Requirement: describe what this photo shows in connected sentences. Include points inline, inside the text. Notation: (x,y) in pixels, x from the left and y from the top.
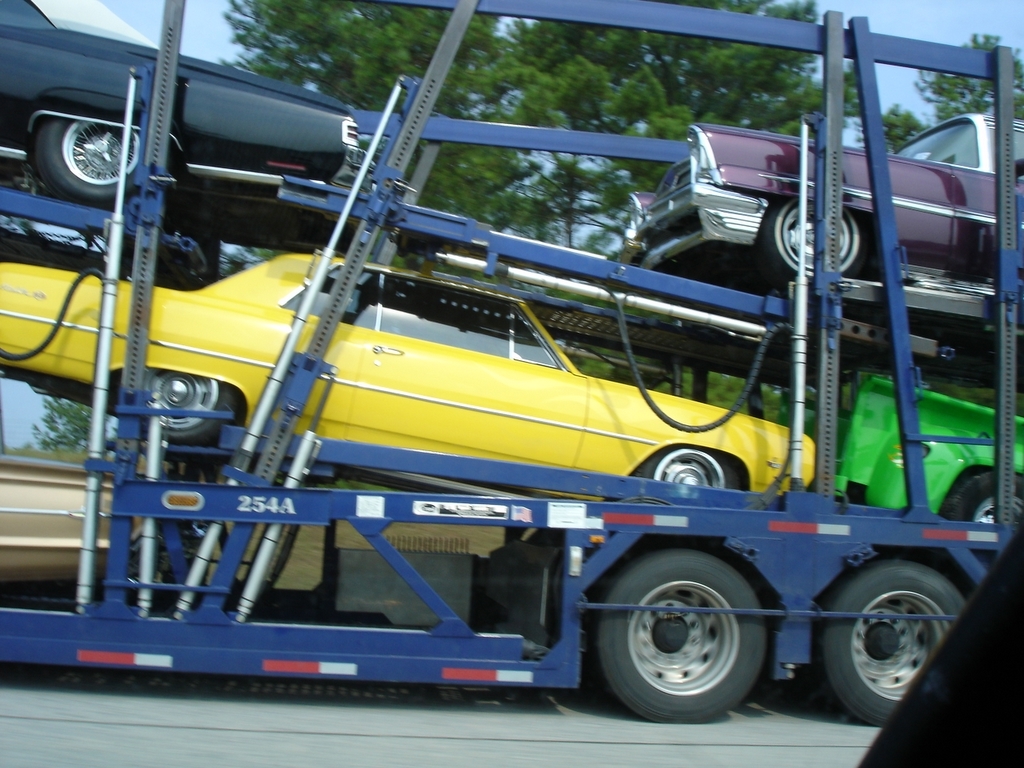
In this image there are few cars (372,341) transported in a truck (909,510). In the background (627,91) there are trees (649,71).
